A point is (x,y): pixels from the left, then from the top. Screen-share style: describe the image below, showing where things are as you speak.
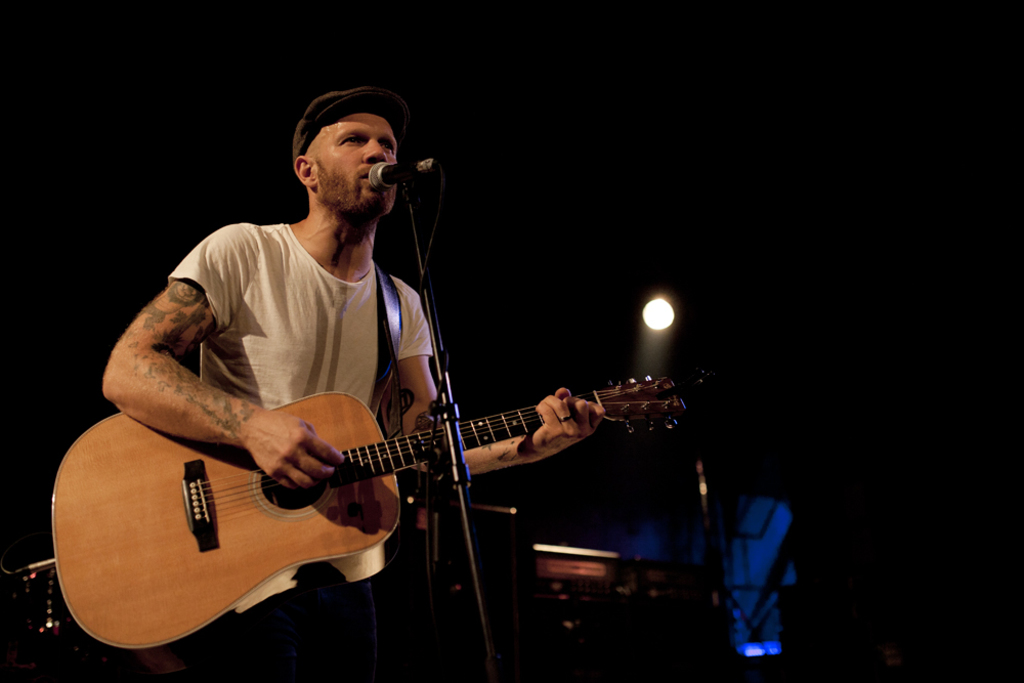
He is standing. He is holding a guitar (404,457). He is playing a guitar (136,435). He is singing a song. He is wearing a cap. We can see in background (751,523) lights (777,524) and musical instruments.
